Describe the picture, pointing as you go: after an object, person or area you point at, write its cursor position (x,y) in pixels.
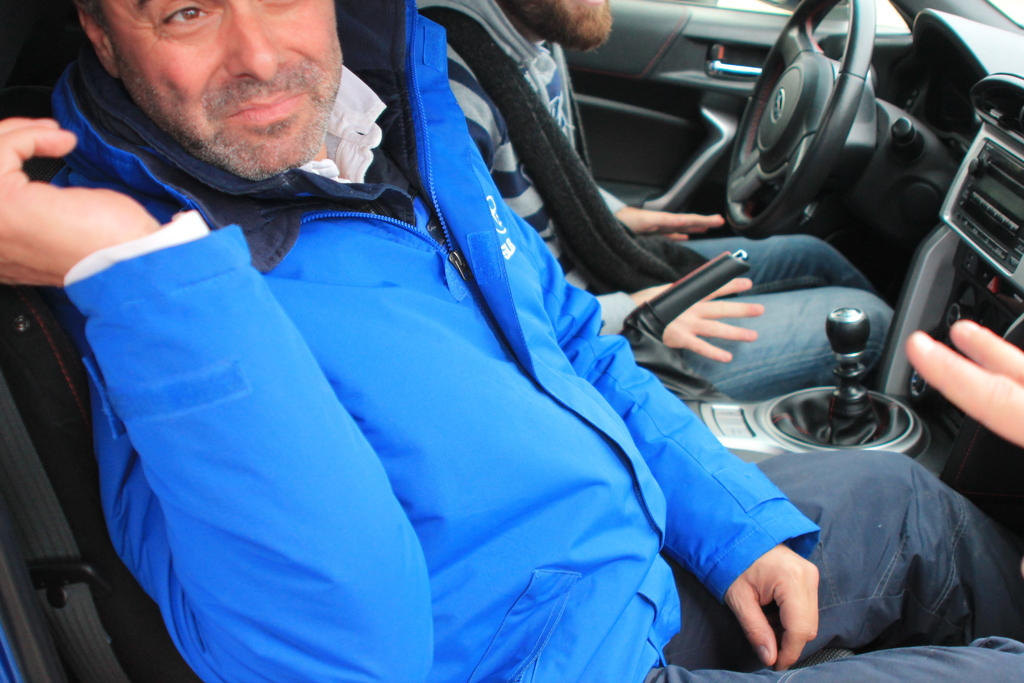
In this picture we can see two men (533,246) sitting inside a car (730,277).
